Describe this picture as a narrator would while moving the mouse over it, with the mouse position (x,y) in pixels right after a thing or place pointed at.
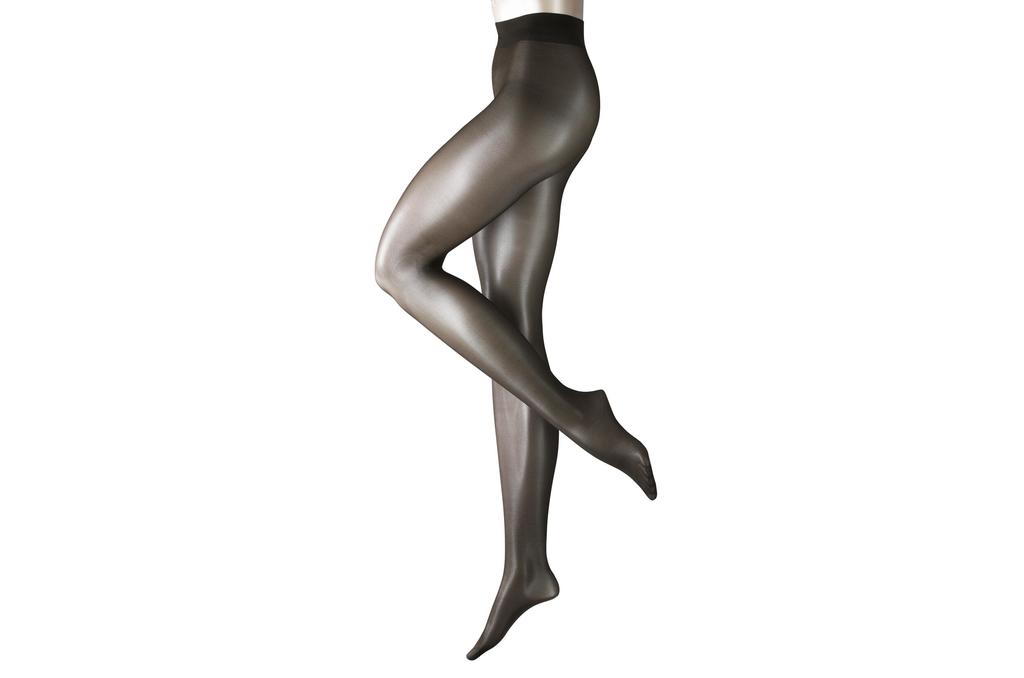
In this picture we can see the legs (516,569) of a person (516,533) on a white background.
